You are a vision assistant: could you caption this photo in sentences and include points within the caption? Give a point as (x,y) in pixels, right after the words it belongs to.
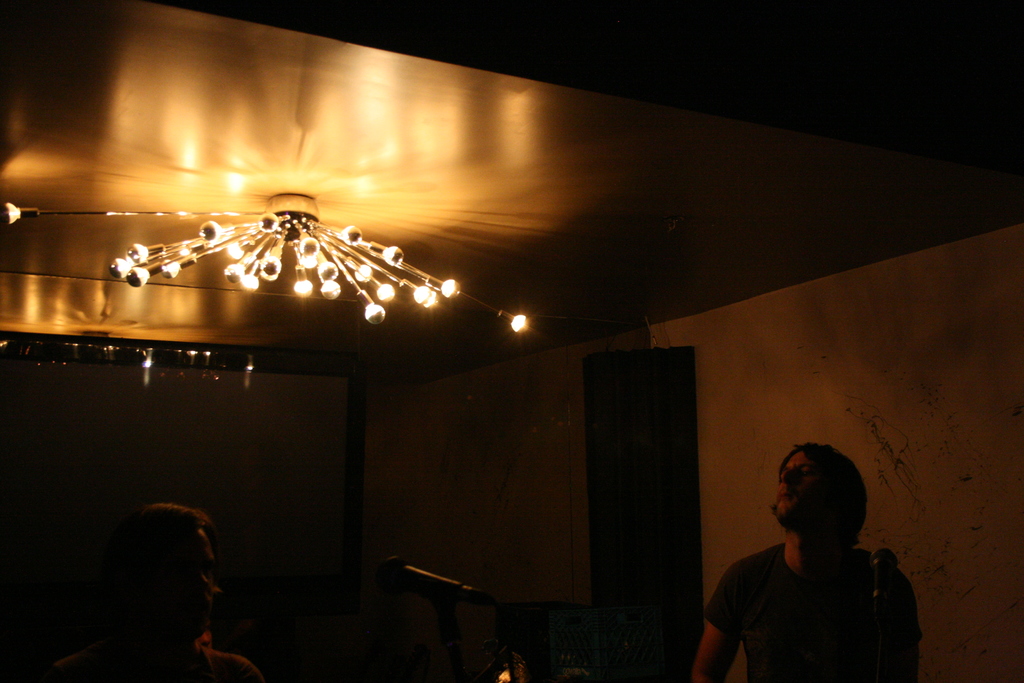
In this image, we can see people (817,604) and there are mics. In the background (347,259), there are lights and we can see a wall (749,311).
